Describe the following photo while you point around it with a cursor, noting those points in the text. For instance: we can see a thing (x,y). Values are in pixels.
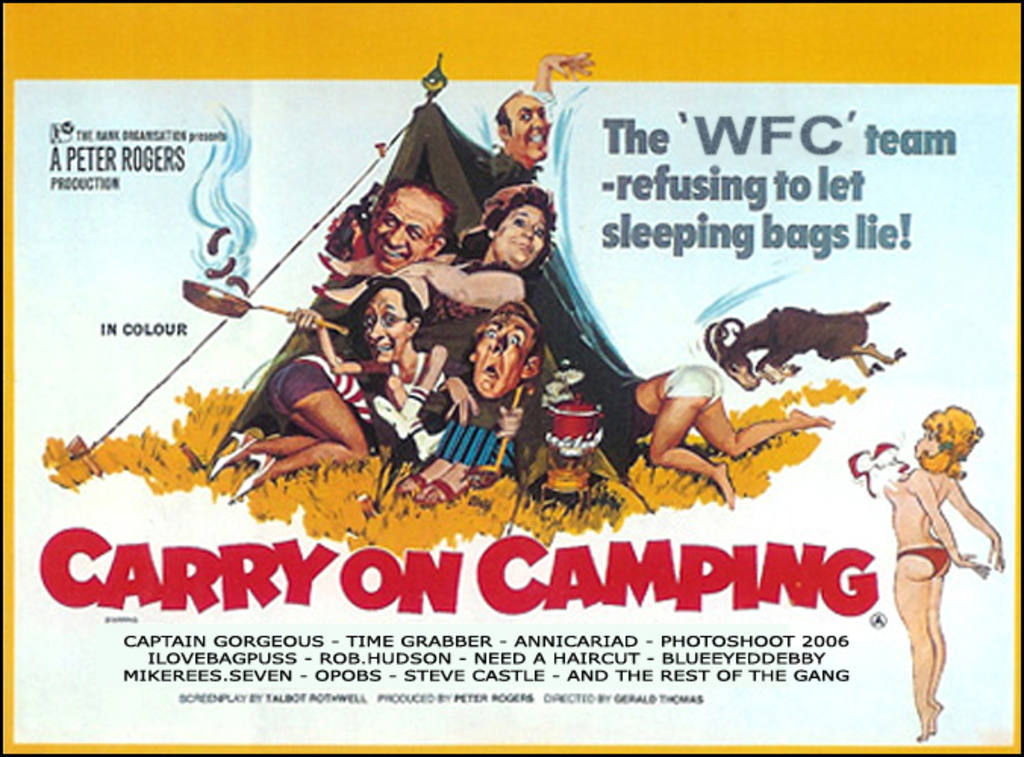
In this picture we can see a poster (935,516), on this poster (448,153) we can see people (972,516), animal (849,349) and text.
